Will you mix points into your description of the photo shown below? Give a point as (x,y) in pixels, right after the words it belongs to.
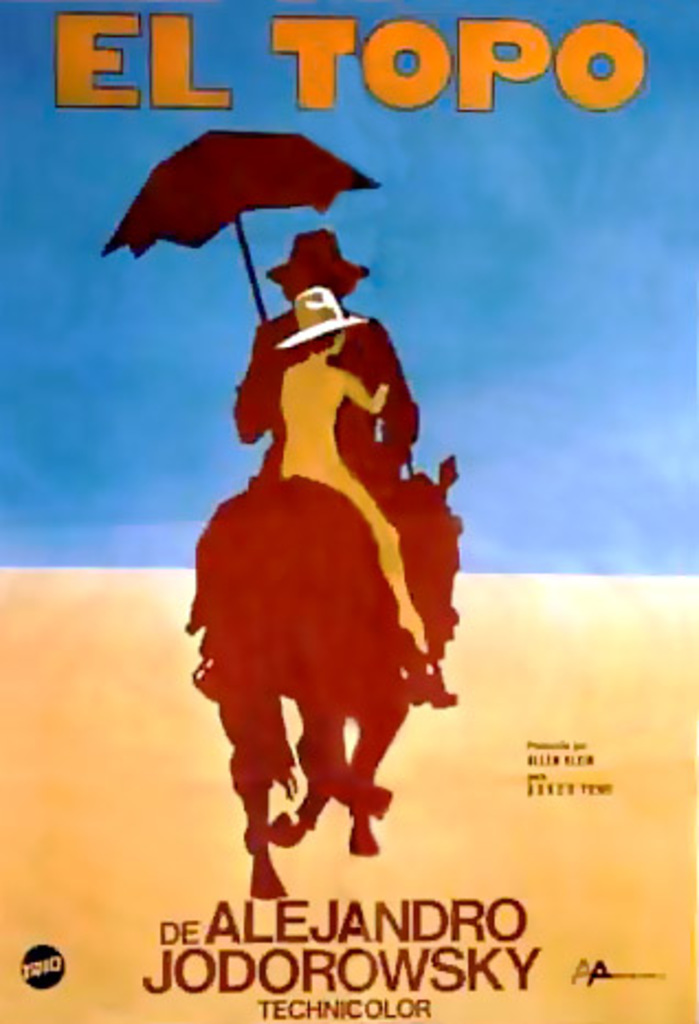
In this image there is a poster (385,441) having painting (362,736) and some text (351,923). Two persons (314,430) are sitting and riding on the horse (276,569). A person (268,357) is holding an umbrella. They are wearing caps (296,260). Bottom of the image (188,986) there is some text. Top of the image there is some text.
